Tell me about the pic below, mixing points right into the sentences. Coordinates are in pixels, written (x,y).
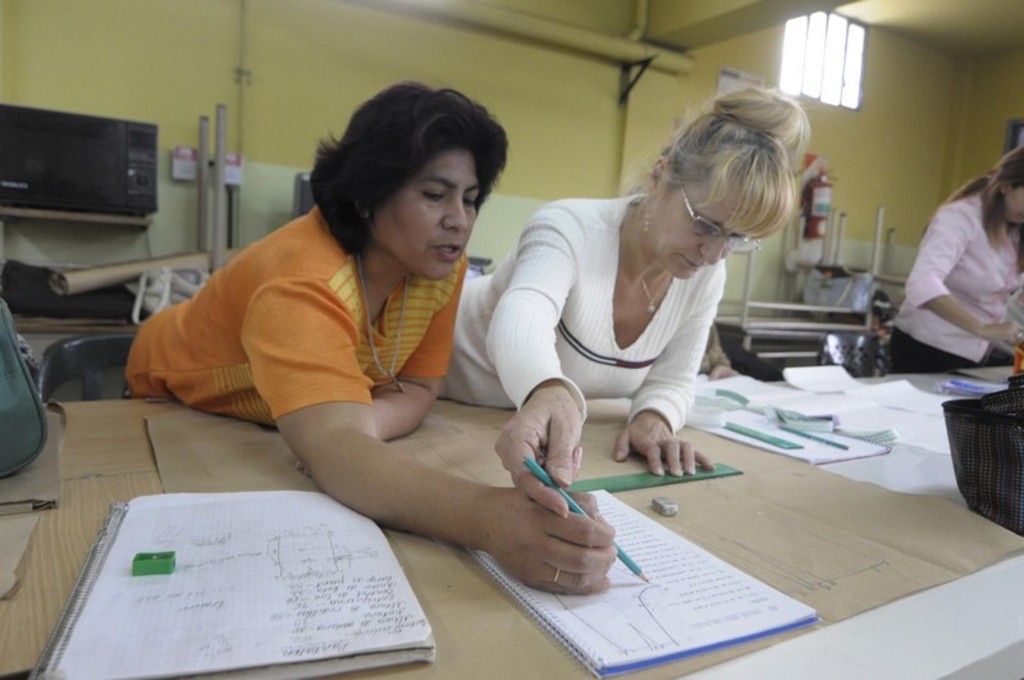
In front of the image there is a table (758,501). On top of it there are books (399,656), scales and some other objects (978,455). Behind the table (172,455) there are people (507,340) standing. There are chairs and a few other objects (52,279). In the background of the image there is a fire extinguisher (808,229). There is some object (149,192) on the platform (146,221). There is a wall (476,58) and there is a window (857,37).
